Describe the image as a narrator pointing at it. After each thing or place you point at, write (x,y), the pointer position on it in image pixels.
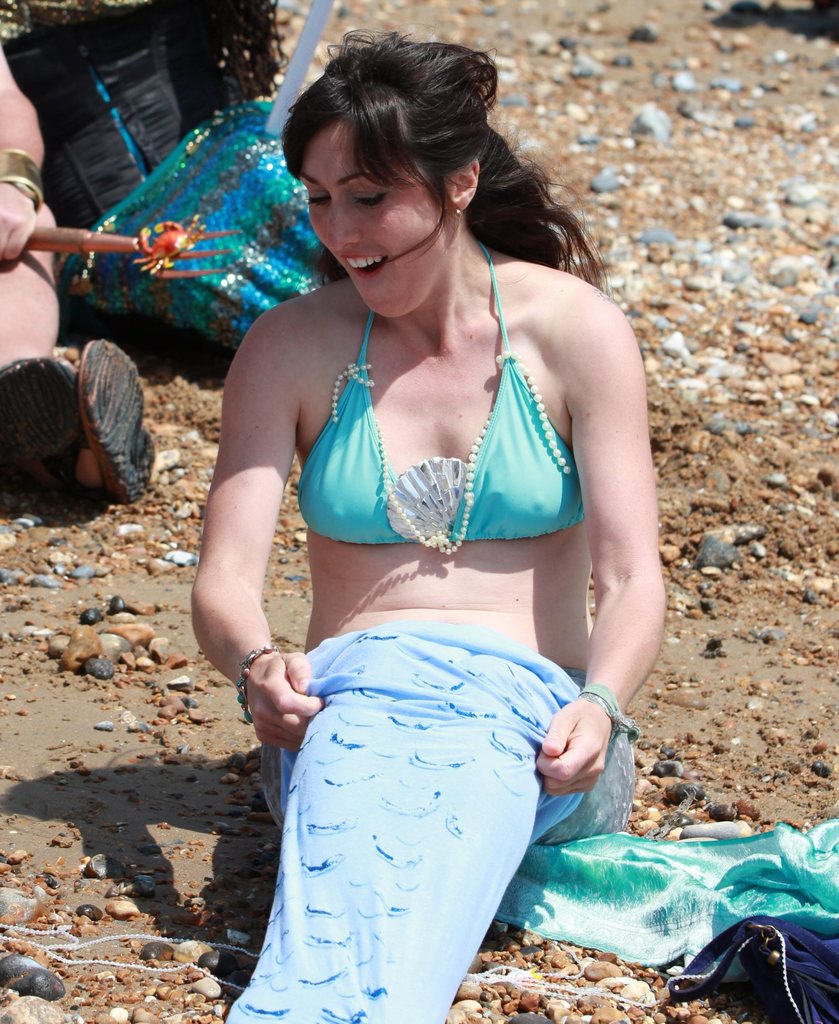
In this picture we can see a woman (330,506) wearing blue color dress (351,645) sitting on ground (668,96) and in the background of the picture (129,165) there are some bags (140,295), we can see some stones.
